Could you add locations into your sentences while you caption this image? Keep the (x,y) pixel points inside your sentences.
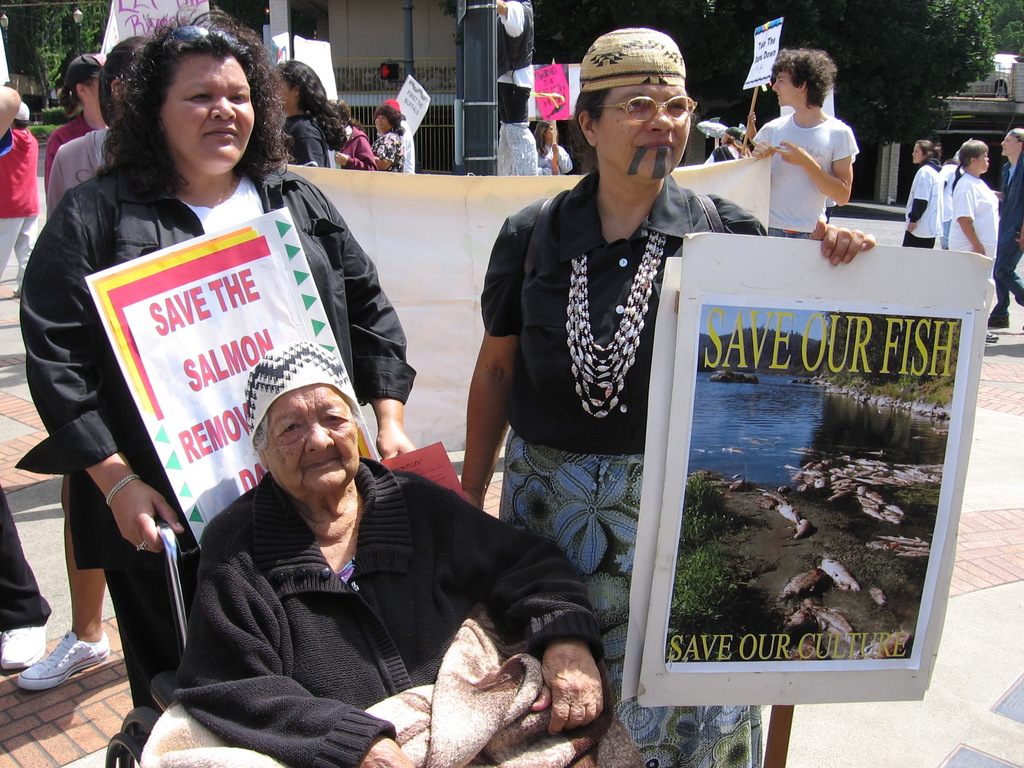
In this picture I can see a person (564,634) sitting on the chair (164,677), there are group of people (674,87) standing and holding placards (725,334), and in the background (564,40) there are trees (564,40), iron grilles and some other objects (716,125).
